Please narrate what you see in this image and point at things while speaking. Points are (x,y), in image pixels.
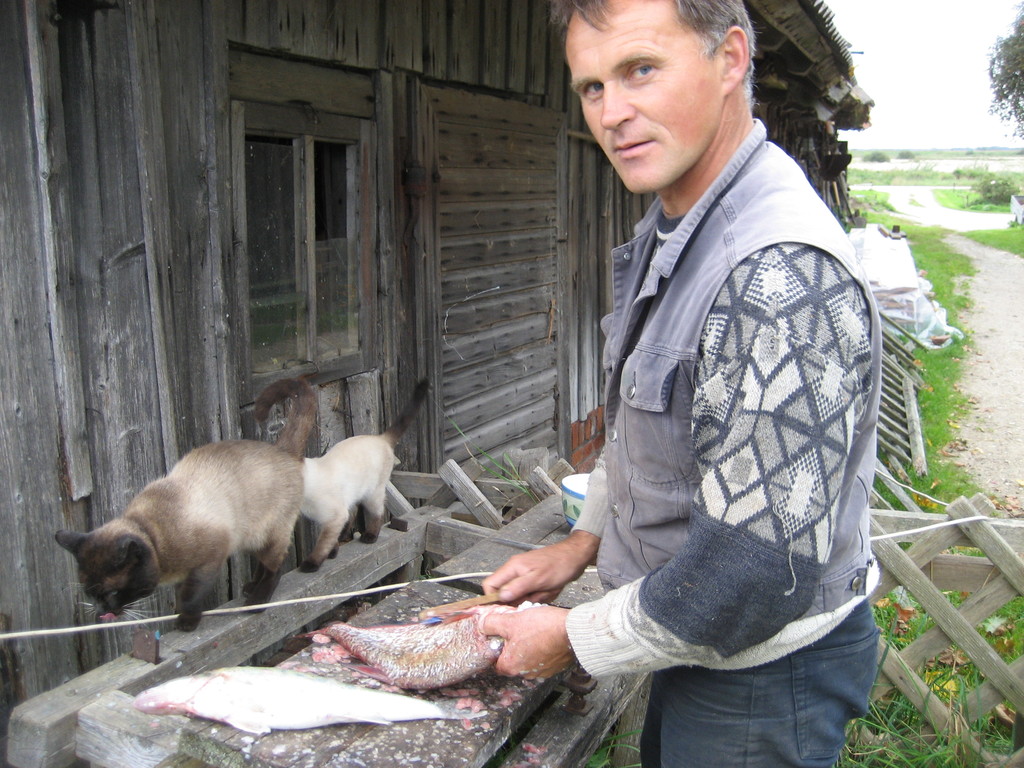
In this image I can see a person (721,465) holding a fish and I can see another fish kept on table (572,724) and in the middle (394,266) I can see a house (413,204) and in front of the house (191,443) I can see cats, on the right side (927,68) I can see the sky (959,70) and tree (1022,84) and grass (926,449).
